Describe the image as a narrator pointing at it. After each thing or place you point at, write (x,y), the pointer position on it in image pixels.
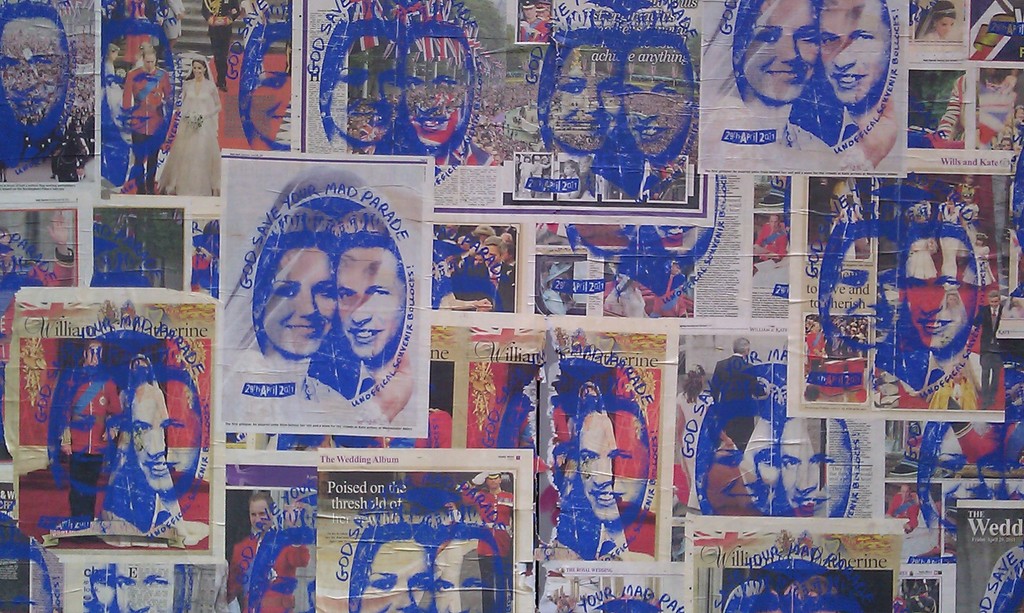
In the center of the image (425,342) we can see posters (455,346). On the posters (472,315), we can see a few people (622,297) and some text (270,394).
